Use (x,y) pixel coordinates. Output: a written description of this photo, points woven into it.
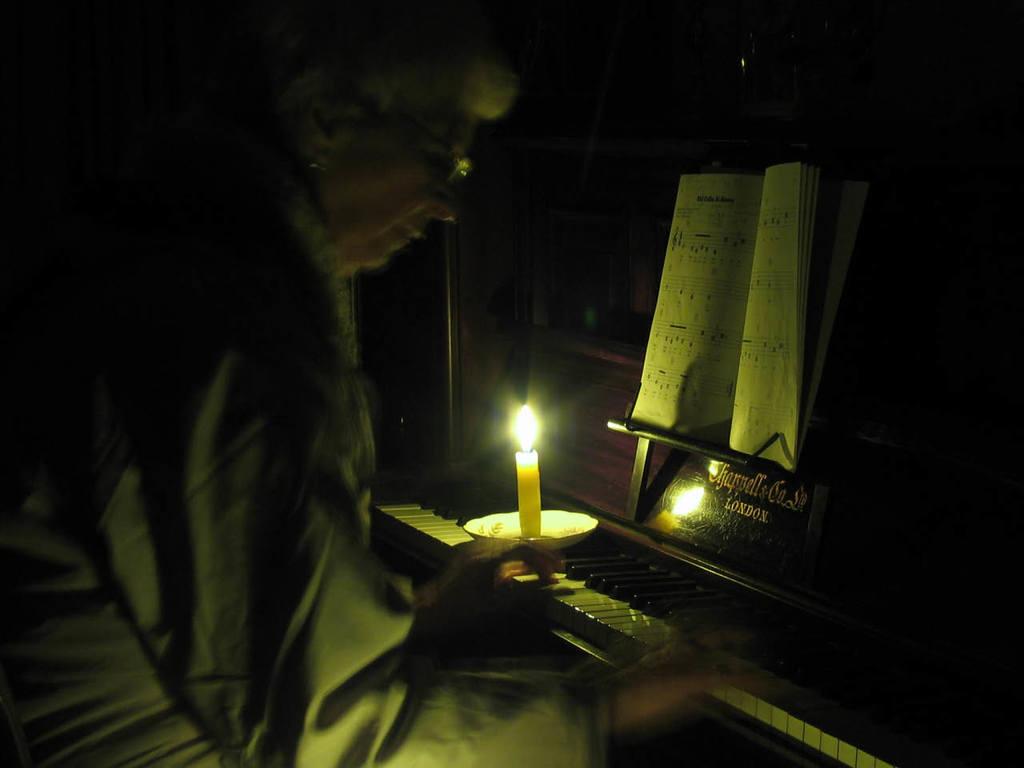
In this image we can see a person (412,183) wearing the glasses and playing the piano (656,605). We can also see a candle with the flame (531,416). We can see a plate (560,521) and also the book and a name board (752,508).
